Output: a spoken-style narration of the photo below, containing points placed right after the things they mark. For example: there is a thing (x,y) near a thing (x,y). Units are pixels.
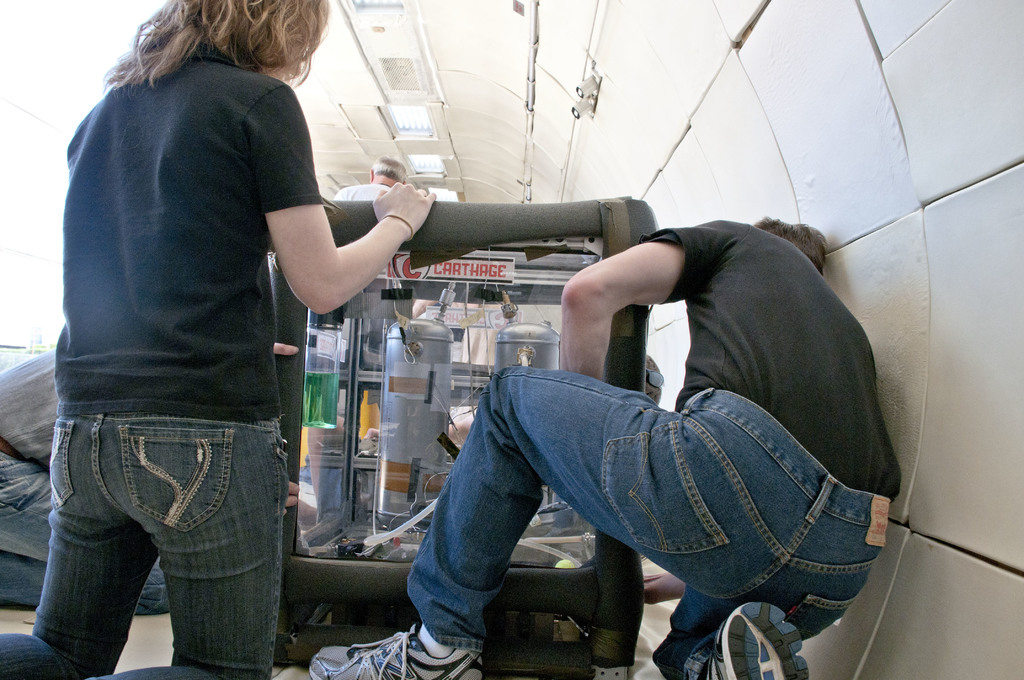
In this image I can see three people (215,500) with different color dresses (21,493). In-front of these people (455,534) I can see the object (337,505). In the back (422,398) I can see some silver color cylinders (444,362). In the back (369,190) I can see one more person (352,196) and the lights (396,109).
